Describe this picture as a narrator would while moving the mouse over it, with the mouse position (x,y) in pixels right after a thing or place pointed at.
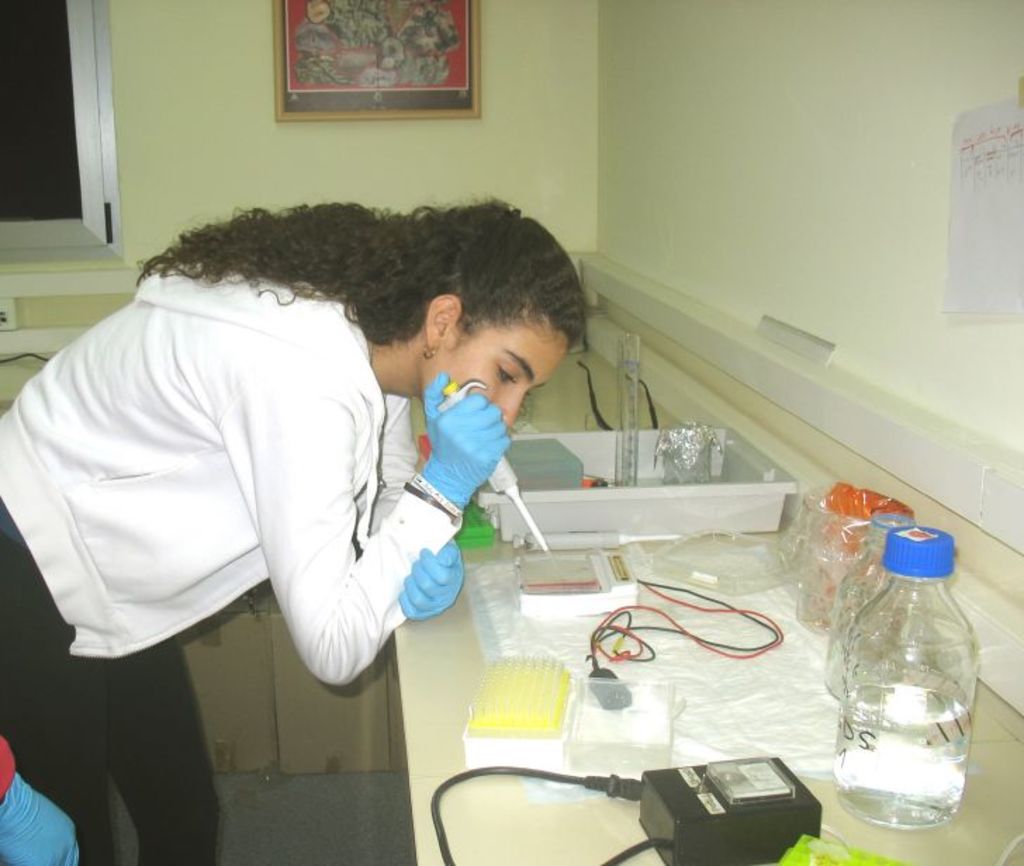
As we can see in the image there is a yellow color wall (699,132), photo frame (416,41), women (383,317) wearing white color jacket (235,433) and there is a table (987,701). On table (618,808) there are bottles (951,669), wires (633,607) and a tray (582,493).
